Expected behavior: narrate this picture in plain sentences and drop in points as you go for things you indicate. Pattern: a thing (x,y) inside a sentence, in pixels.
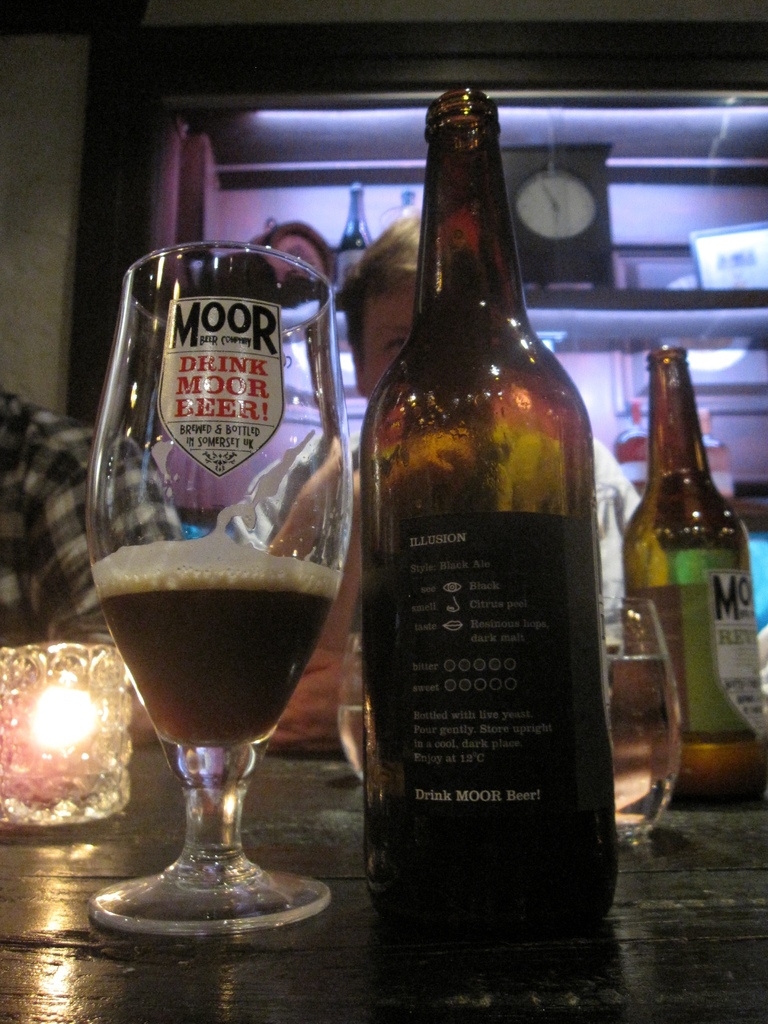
There are beer bottles (442,456) behind them there is a man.
